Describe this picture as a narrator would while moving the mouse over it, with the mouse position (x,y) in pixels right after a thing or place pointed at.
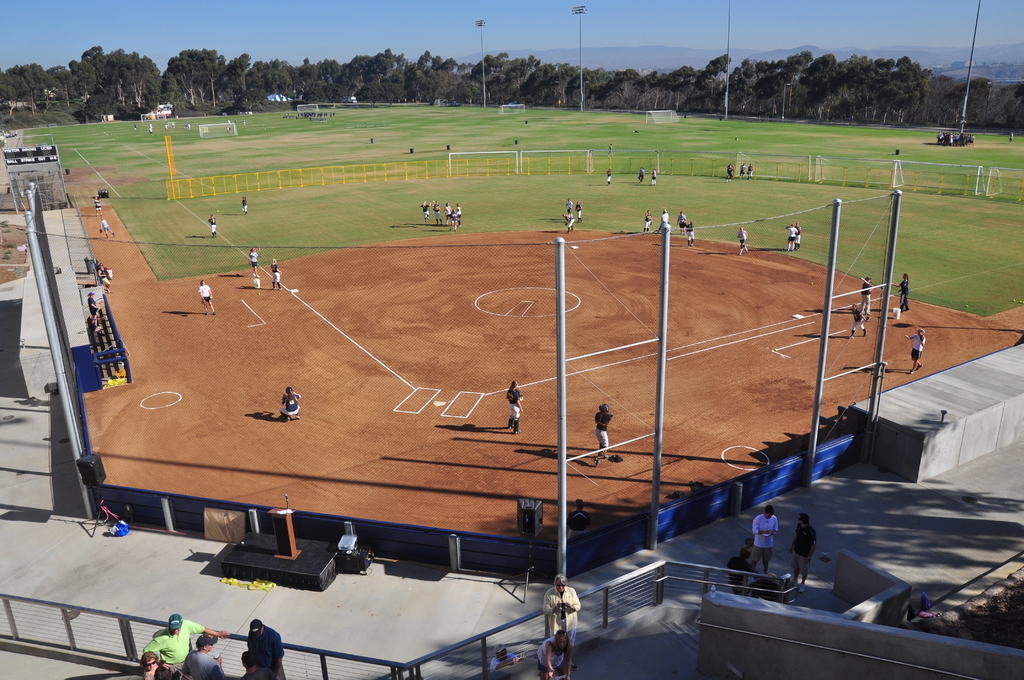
In this picture there are people (597,414) and we can see poles (660,352), ropes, podium (287,535) and fence (965,174). We can see rods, wall (923,635), ground (1020,619) and net (952,190). In the background of the image (200,119) we can see grass (336,137), poles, trees (696,109), people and sky (839,41).
